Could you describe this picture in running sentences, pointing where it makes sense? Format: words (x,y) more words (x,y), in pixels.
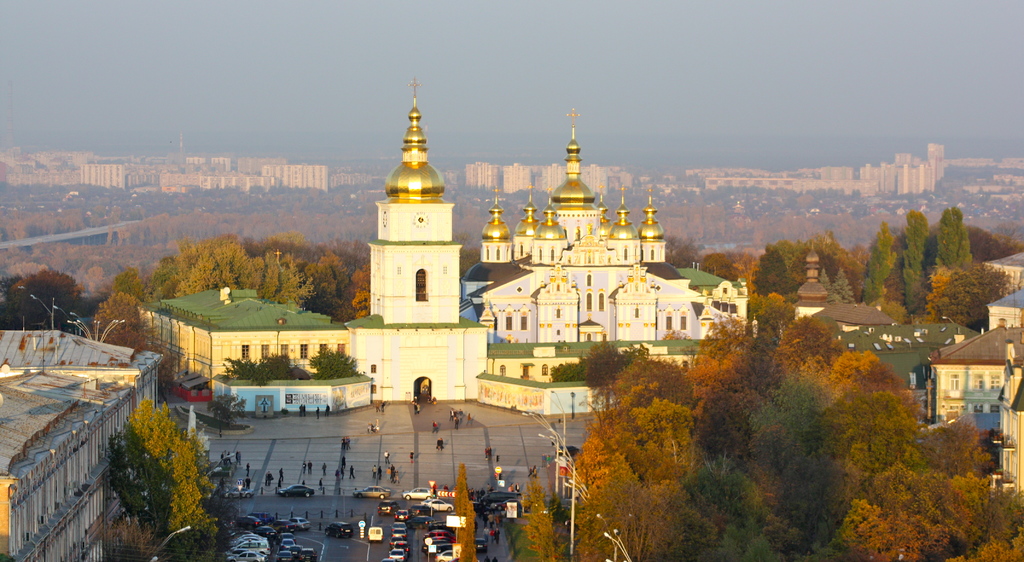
In the picture I can see few vehicles (399,513) and people (374,469) on the road (397,482) and there is a building (523,340) in front of it and there are few trees (208,528) and buildings (91,504) on either sides of it and there are few trees (691,198) and buildings (298,170) in the background (626,185).
